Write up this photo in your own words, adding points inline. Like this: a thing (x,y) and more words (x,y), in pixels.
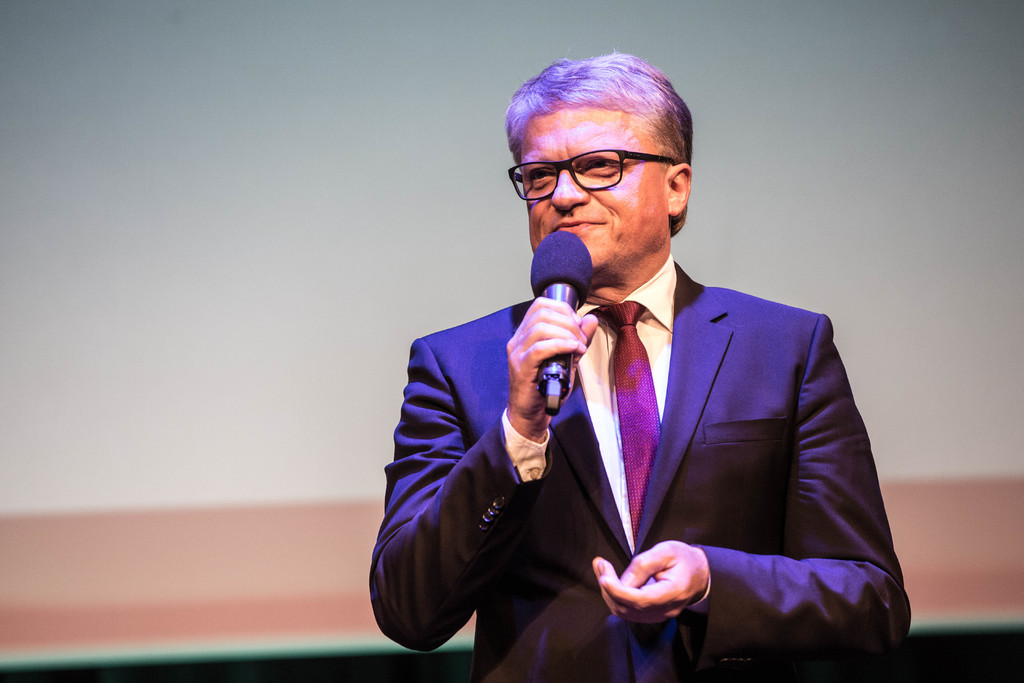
This picture shows a man (532,353) speaking in front of a mic (545,278) holding it in his hands (522,417). He is wearing spectacles (607,175). In the background (273,333) there is a wall (170,304).
